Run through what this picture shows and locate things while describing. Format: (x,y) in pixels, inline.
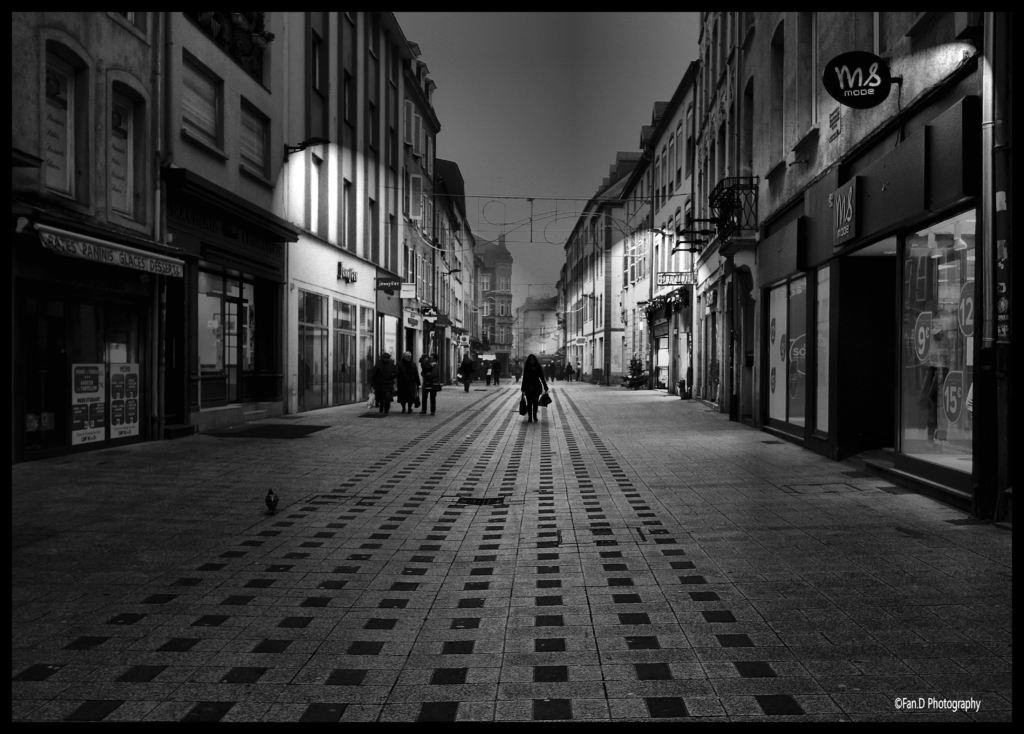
This is an edited picture. In the center of the picture (532,482) it is road (453,429), on the road (465,521) there are people (497,382) walking down the street (494,426). On the right (824,192) there are buildings (742,219), windows (911,324), boards (880,92), doors (851,329) and other objects (936,399). On the left (220,146) there are buildings (247,228), windows (256,347) and doors (241,351). In the center of the background (502,213) there are cables (533,198).
